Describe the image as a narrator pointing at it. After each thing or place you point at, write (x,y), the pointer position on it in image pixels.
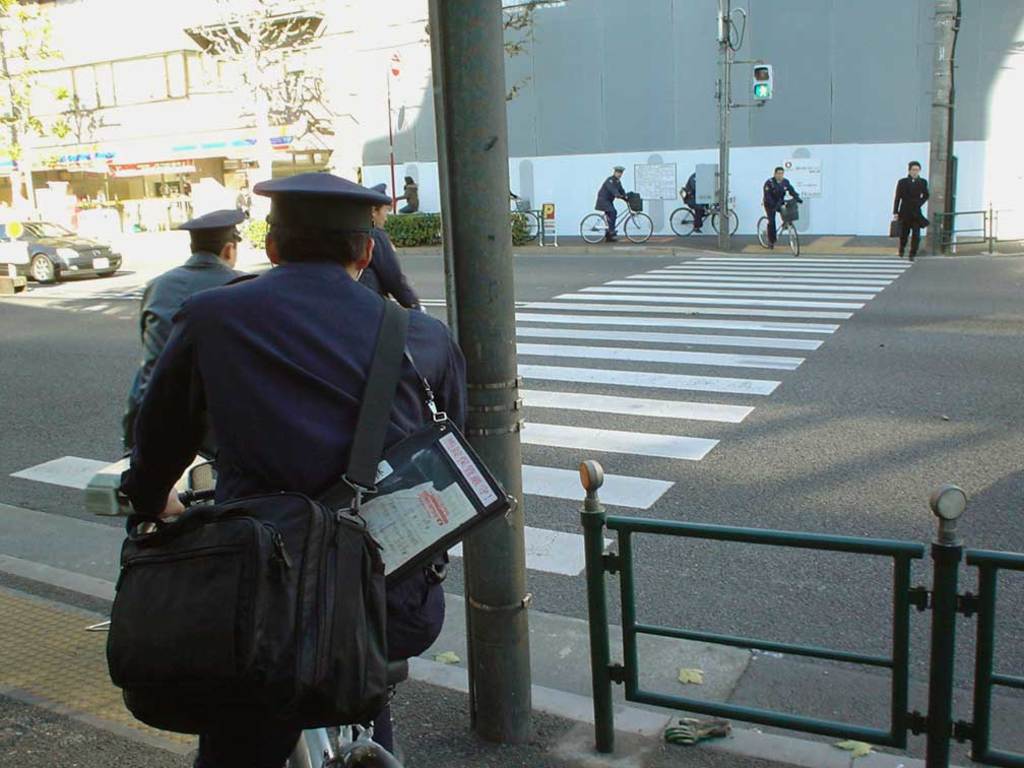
In the picture we can see a part of the path (621,712) and on it we can see a man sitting on the bicycle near the pole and railing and beside it, we can see a road (26,391) on it, we can see the zebra crossing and opposite side of the road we can see some people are riding their bicycles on the path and behind them we can see the wall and besides we can see the building (51,182) with shops (50,169) and near it we can see some poles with a traffic light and a part of the car (62,238) on the road (102,285).
